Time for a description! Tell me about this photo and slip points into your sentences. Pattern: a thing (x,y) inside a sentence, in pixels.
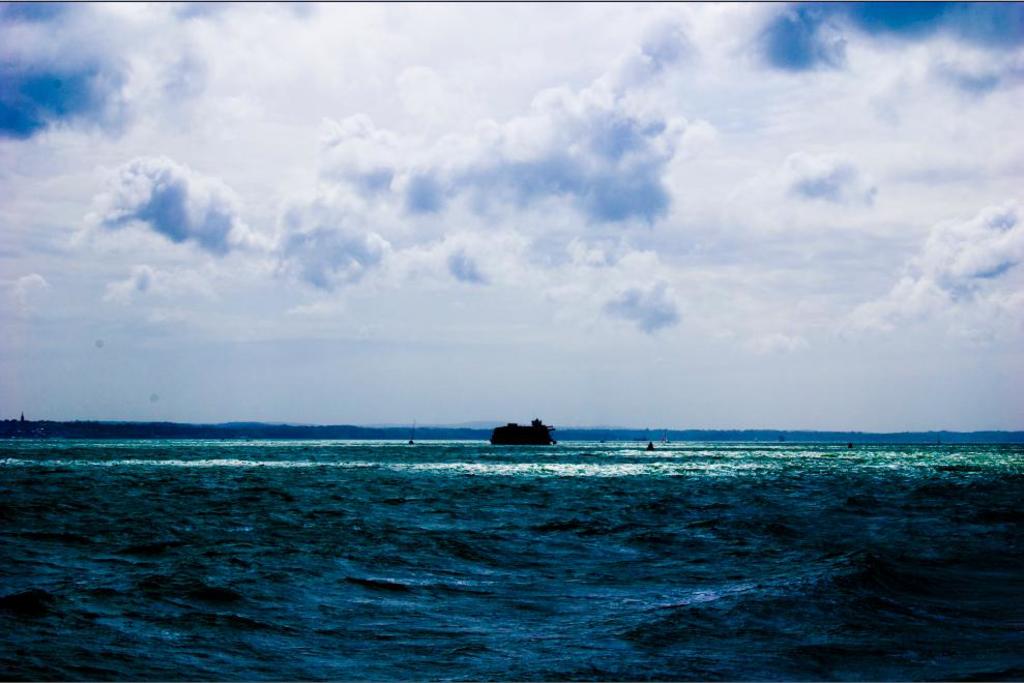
There is a boat (523,437) on the water (417,450). In the background (68,424), there is a mountain (806,431) and there are clouds (424,118) in the sky (559,121).
